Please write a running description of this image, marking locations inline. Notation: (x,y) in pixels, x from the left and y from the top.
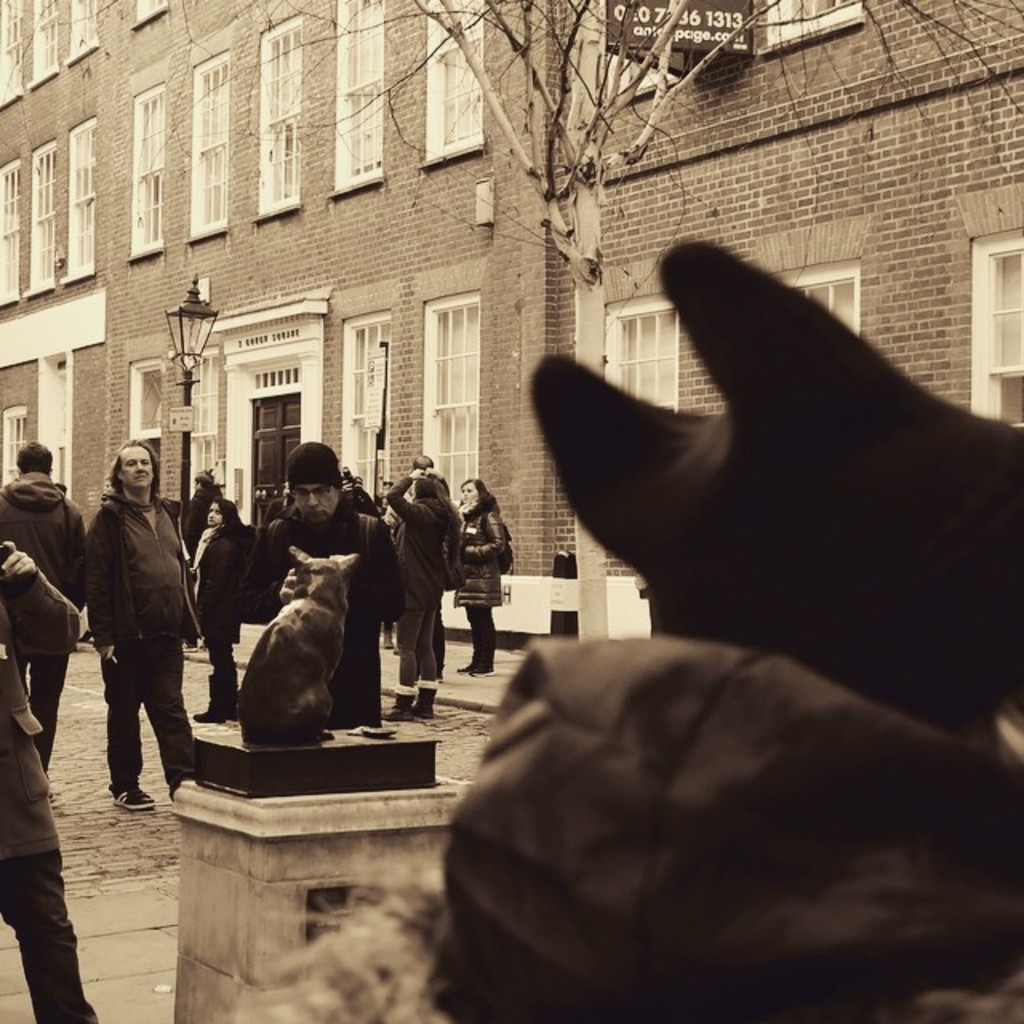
In this picture few persons (62,527) are standing on the road (481,714). Few persons (359,537) are standing on the pavement (397,663). Left side (325,657) there is a statue (296,718) on the pillar (263,875). There is a street light (192,310) on the pavement (485,701). Background (873,257) there is a building (631,212) having a board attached to it. Before it there is a tree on the pavement (511,655). Right side (706,598) there is an object (652,718).
